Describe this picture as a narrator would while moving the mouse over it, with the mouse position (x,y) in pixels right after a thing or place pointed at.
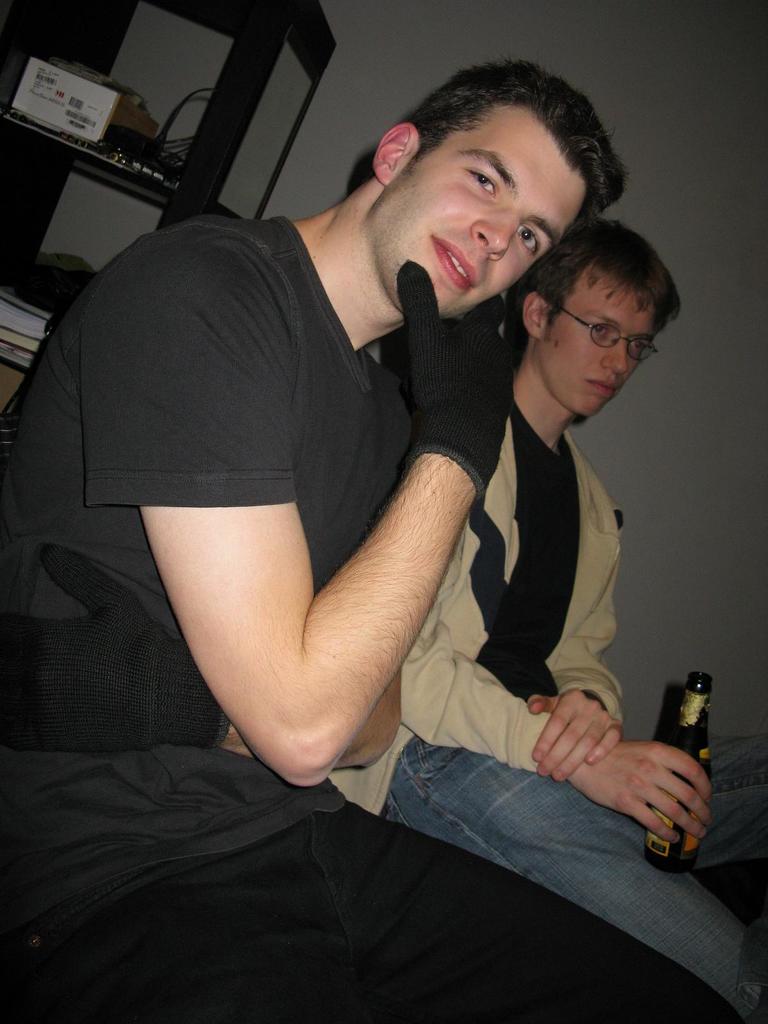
In this image I see 2 men (37,747) who are sitting and this man (565,827) is holding a bottle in his hand (644,743). In the background (124,5) I see the rack (166,209) and there are few things (6,422) in it and I can also see the wall (766,471).
